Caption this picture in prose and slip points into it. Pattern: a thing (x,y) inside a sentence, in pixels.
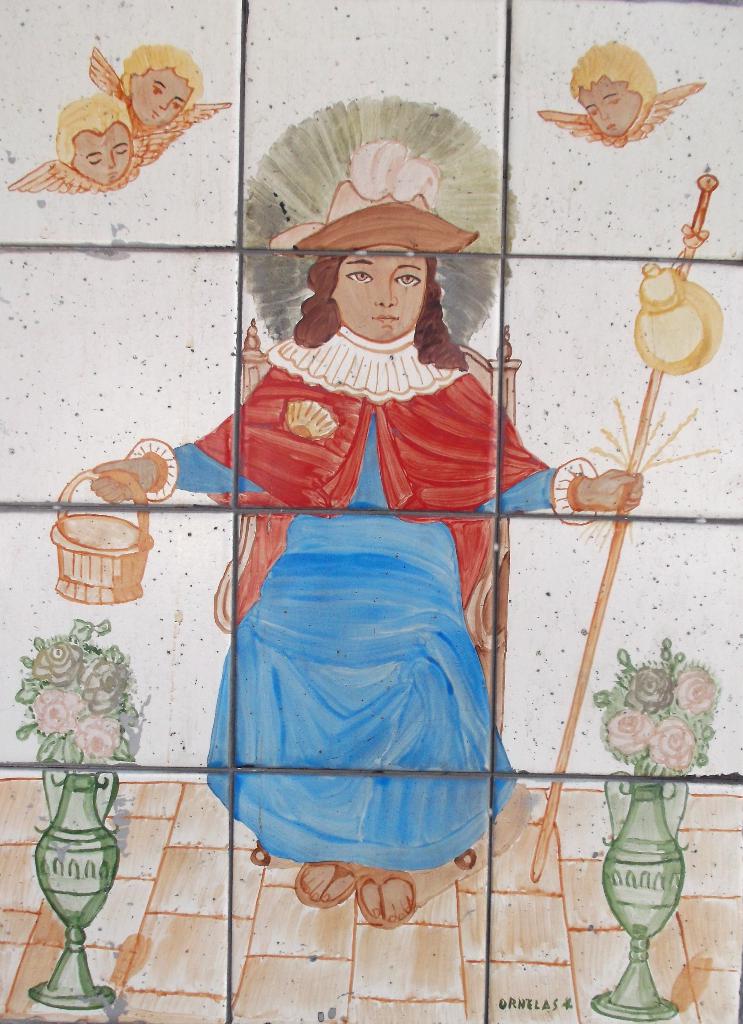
This is a puzzle board (622,168) having a painting (370,889). In this painting (450,318), there is a person (429,318) holding a basket (81,576) with a hand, holding a stick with other hand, wearing a cap (403,218) and sitting on a chair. On both sides of him, there is a flower vase (70,996). On the top left (226,101), there are two persons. On the top right (580,124), there is a person (620,138). And the background (620,244) is white in color.
